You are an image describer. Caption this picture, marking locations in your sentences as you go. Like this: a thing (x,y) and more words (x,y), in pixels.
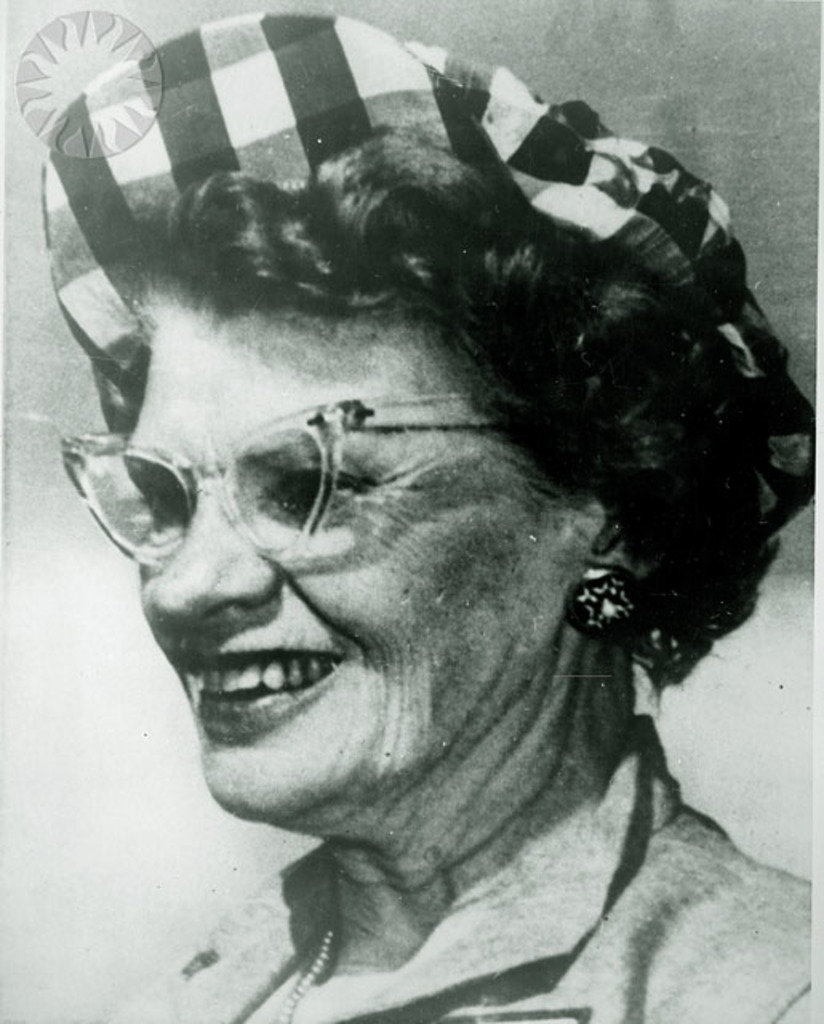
This is a black and white picture. There is a woman (138,478) giving a pose in the picture. The woman (600,267) is wearing a cap (564,160) which is in checks format. Woman (603,298) is having a short hair (562,289), it's a curly hair (516,277). she is wearing a spectacles (321,473). she is wearing a round studs (600,617) and she is holding a pretty smile (300,709). We can see a chain (322,962) on her neck (333,955).
